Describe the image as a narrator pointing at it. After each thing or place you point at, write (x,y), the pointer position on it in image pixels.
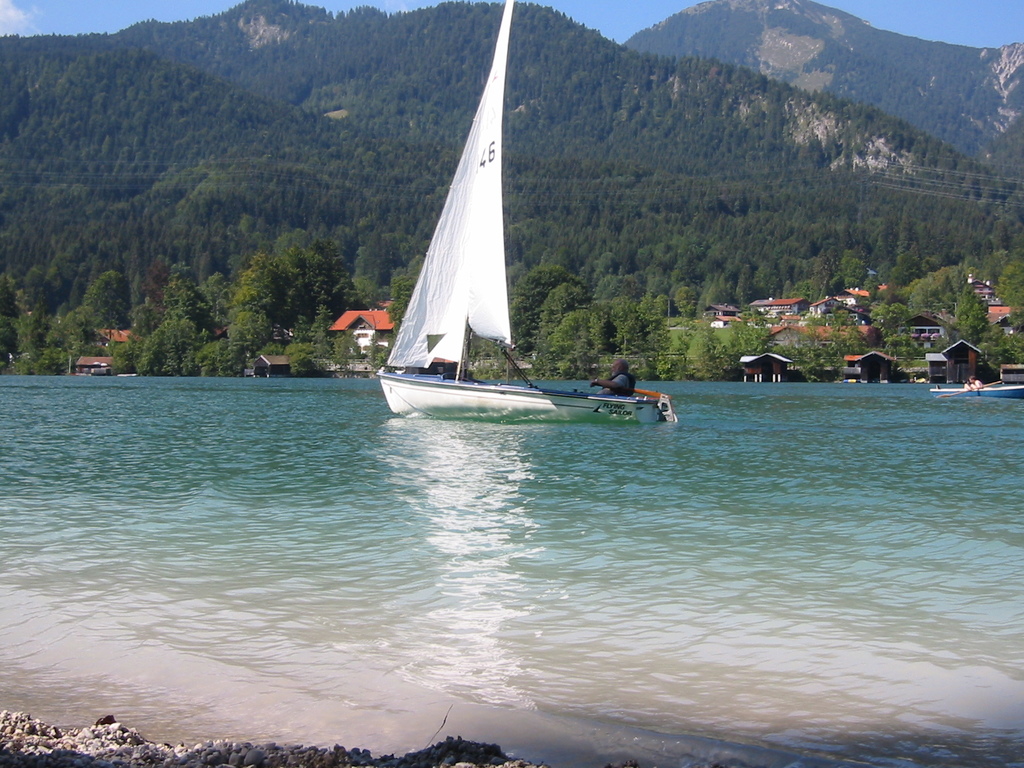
This picture shows trees (583,279) on the hills (584,116) and we see houses (836,307) and couple of boats (445,404) in the water (753,397) and a blue cloudy sky (83,28).
